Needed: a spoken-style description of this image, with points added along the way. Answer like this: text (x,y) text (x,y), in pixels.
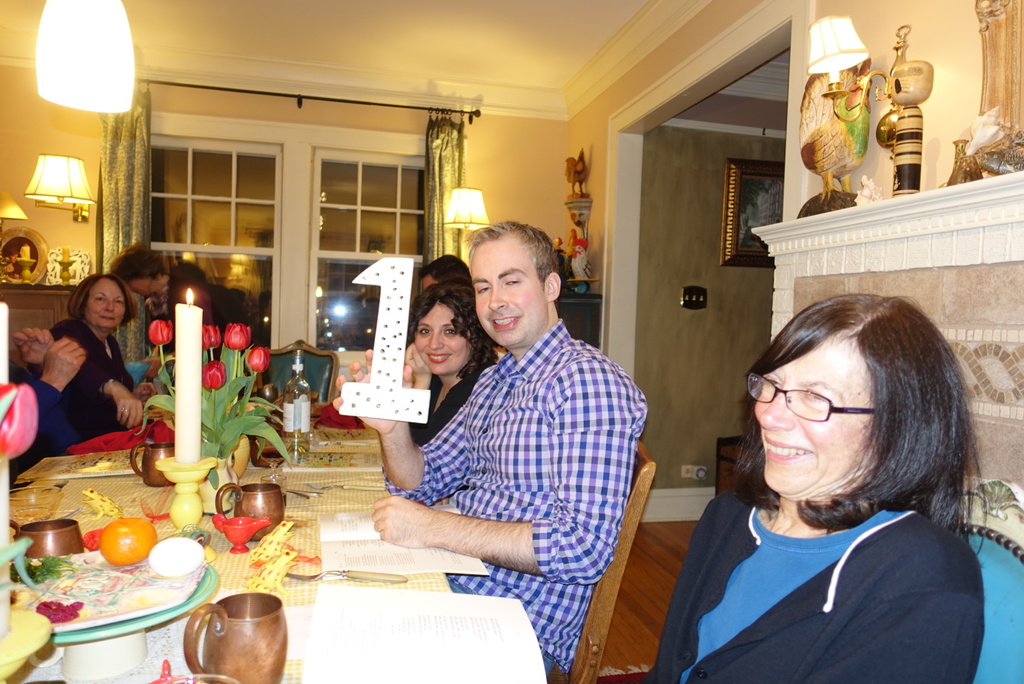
In this image I can see the group of people (526,336) sitting on the chairs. Among them one person (825,593) is wearing the jacket (796,638) and another one is holding the number one (393,368). They are sitting in front of the table (413,576). On the table (232,575) there are glasses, papers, candle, flower vase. In the back (108,131) there is a lamp (59,163) and a curtains (146,203) to the window (260,195). To the right (844,162) there are toys (828,209) on the table (767,244). And frames (729,208) to the wall (708,265).
